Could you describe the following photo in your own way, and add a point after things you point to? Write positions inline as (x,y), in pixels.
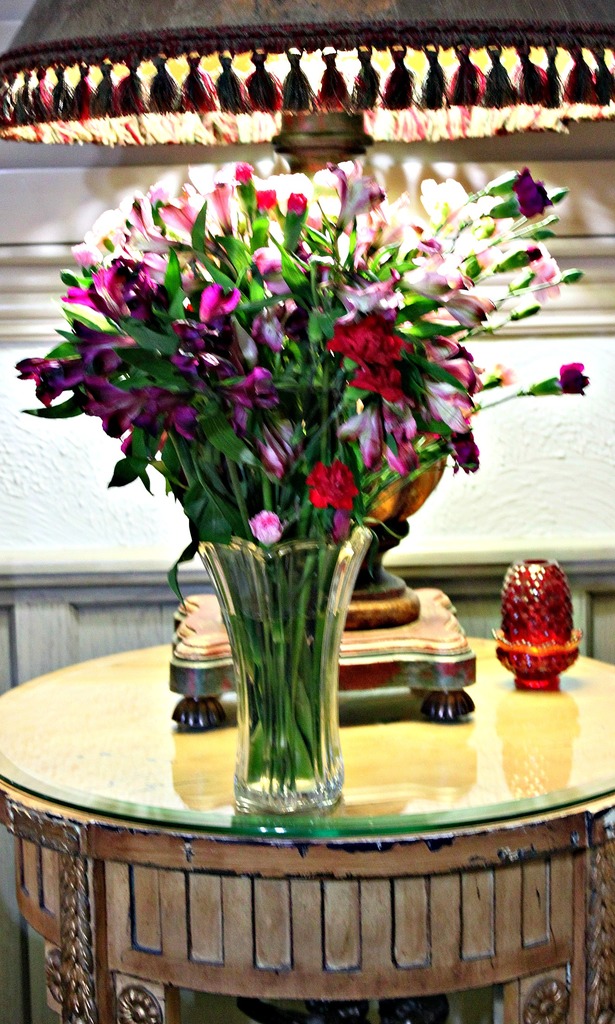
In this picture I can see a flower vase (330,699), some objects (360,682) are placed on the table (348,785).
